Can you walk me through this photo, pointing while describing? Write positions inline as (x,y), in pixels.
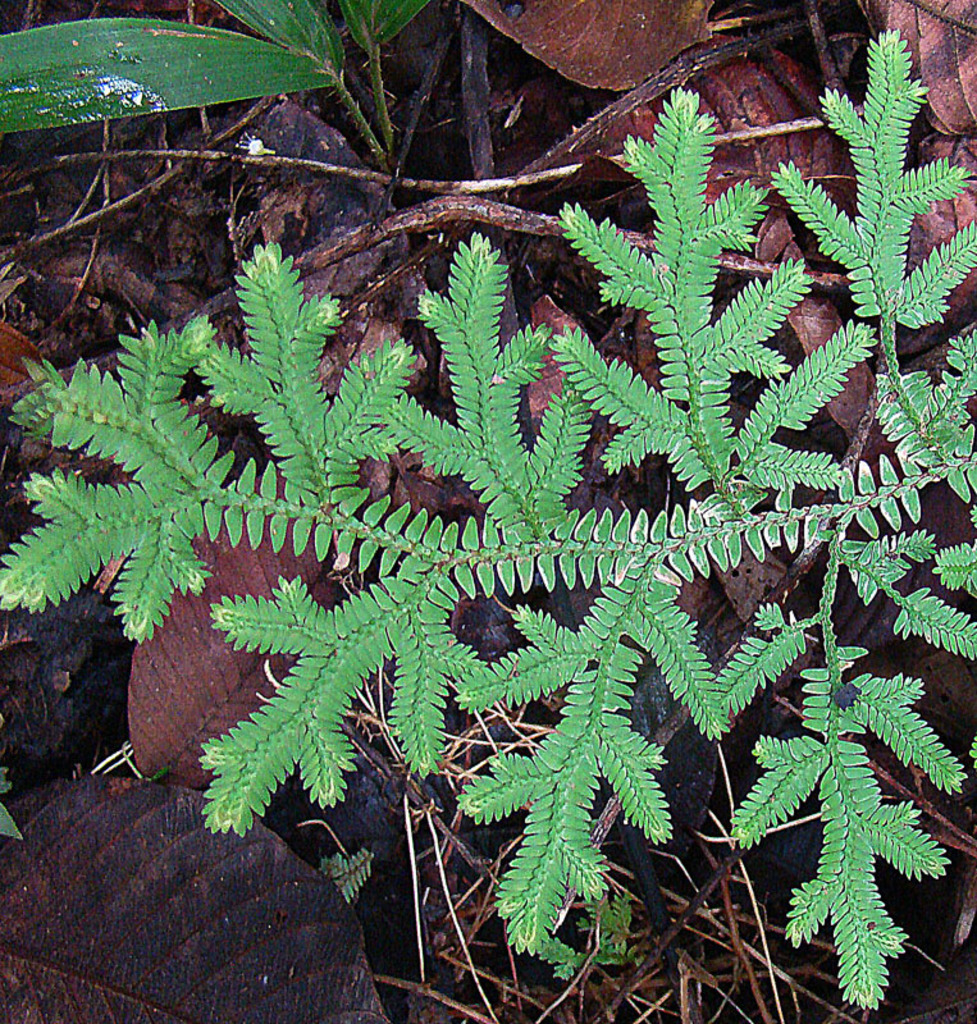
In this image we can see few plants (529,556), dried leaves (171,762) and twigs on a surface (602,492).
